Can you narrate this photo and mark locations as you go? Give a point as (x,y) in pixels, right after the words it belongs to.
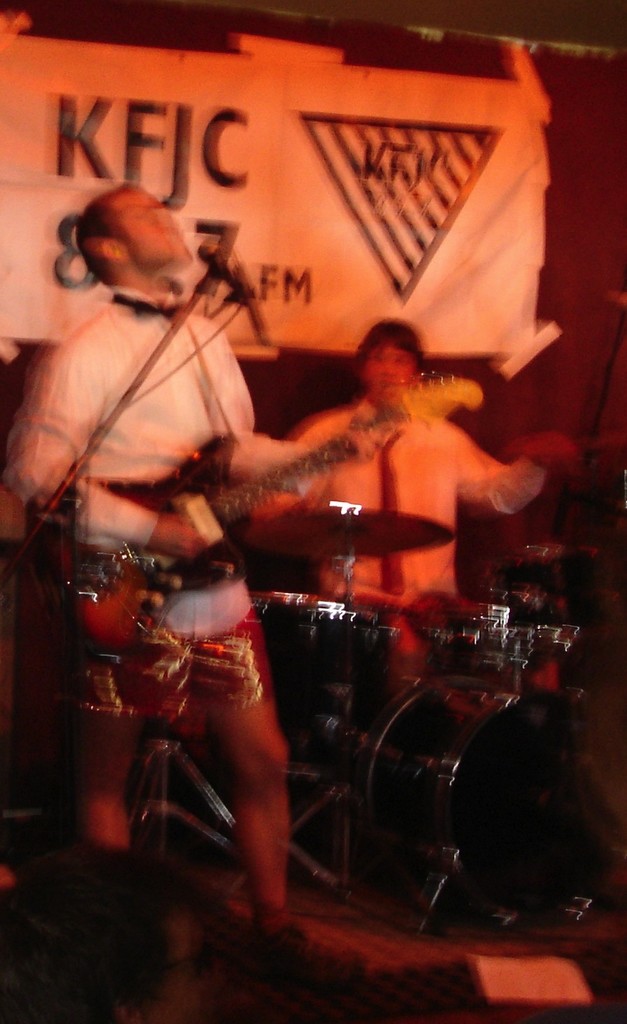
In this image I see 2 persons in which one of them is holding a guitar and he is in front of a mic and there are drums (444,709) over here. In the background (150,88) I see the banner (141,88).
